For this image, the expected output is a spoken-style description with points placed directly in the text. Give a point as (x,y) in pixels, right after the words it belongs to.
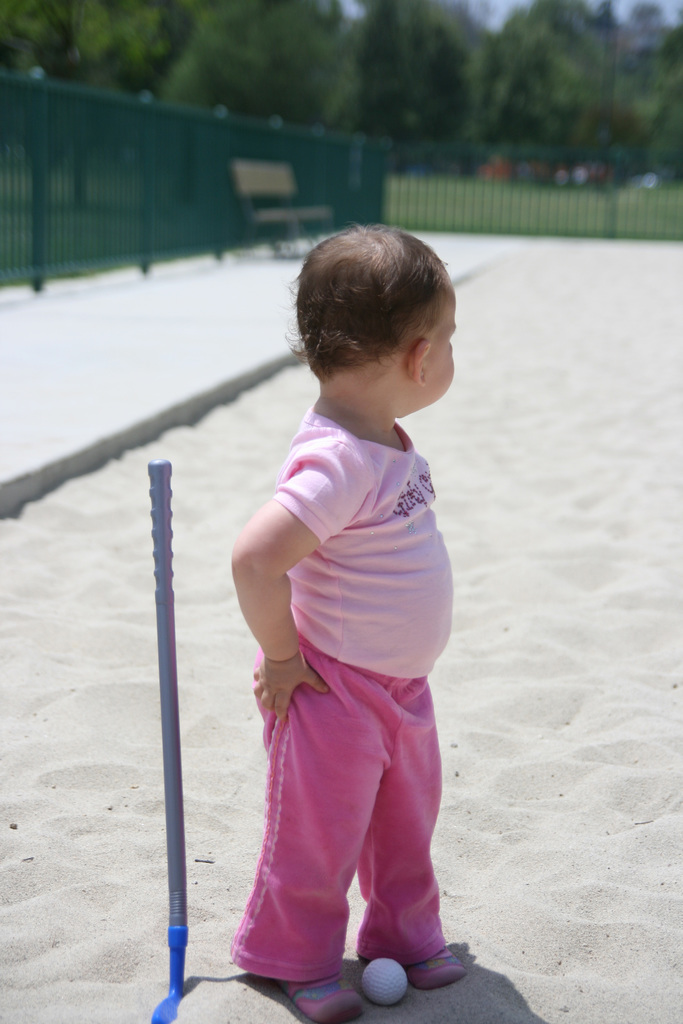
In this picture we can see a kid (356,563) is standing on the sand (584,757), in front of the kid (340,692) we can find a ball (394,974), and we can see a metal rod (170,701), in the background (202,185) we can find fence (228,207), bench (243,212) and trees (549,62).
